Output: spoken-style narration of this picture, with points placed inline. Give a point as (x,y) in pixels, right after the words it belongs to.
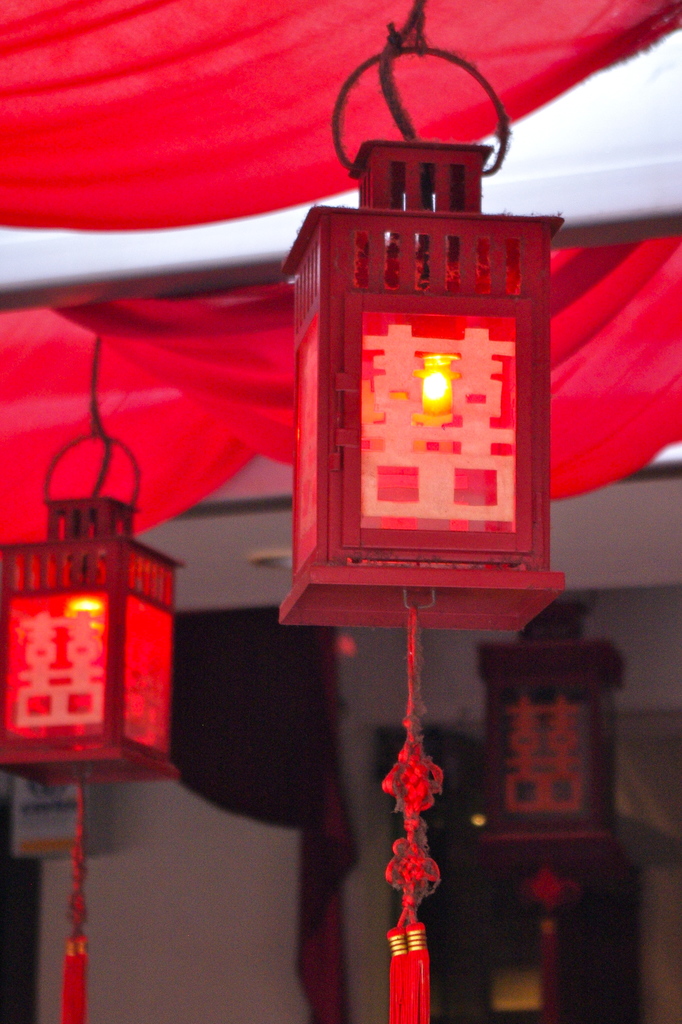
In the image there are lights (528,254) hanging to the ceiling (662,111) with cloth (28,452) above, in the back (137,976) there is wall (285,863).
